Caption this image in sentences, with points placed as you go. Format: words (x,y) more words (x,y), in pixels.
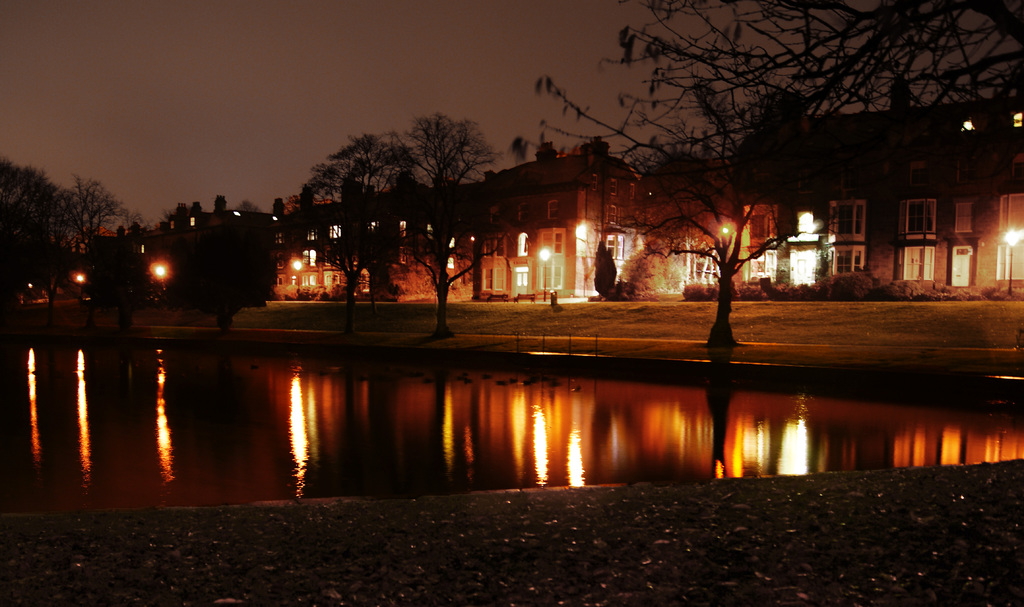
In the image we can see there are buildings (376,253) and these are the windows (521,251) of the building (901,264). These are the light poles (299,281), this is a water (395,435), plant (755,285), trees (433,184) and a sky (249,53), these are the benches (526,300).
